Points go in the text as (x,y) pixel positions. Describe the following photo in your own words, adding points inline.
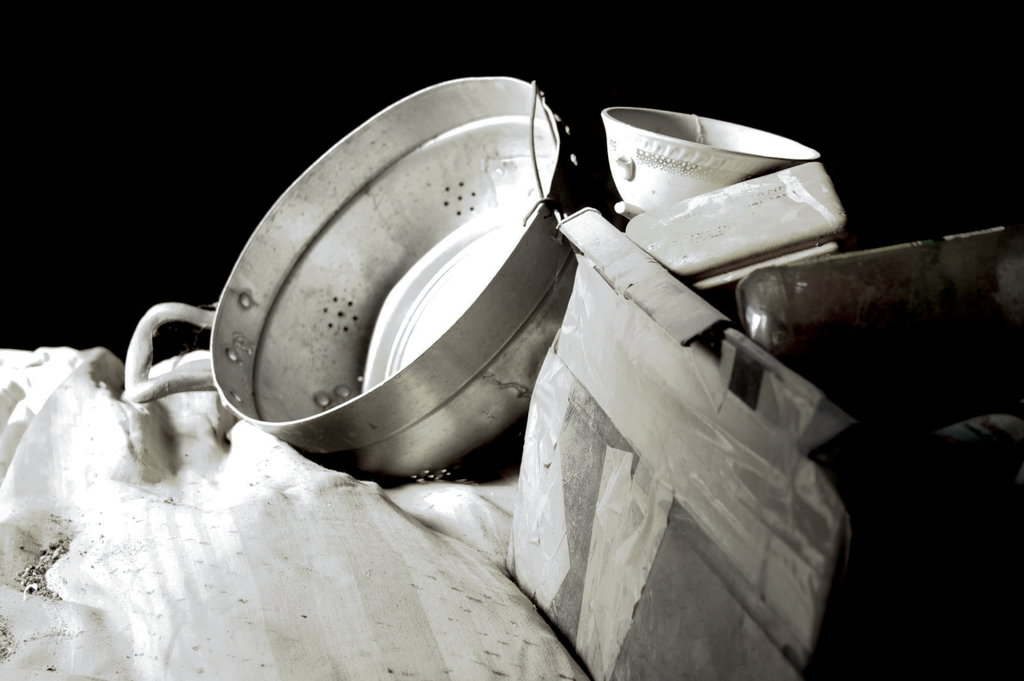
This is a black and white image. In this image we can see a cloth (310,562), vessel (386,396), bowl (631,154) and some other items (747,395). In the background (242,46) it is dark.
